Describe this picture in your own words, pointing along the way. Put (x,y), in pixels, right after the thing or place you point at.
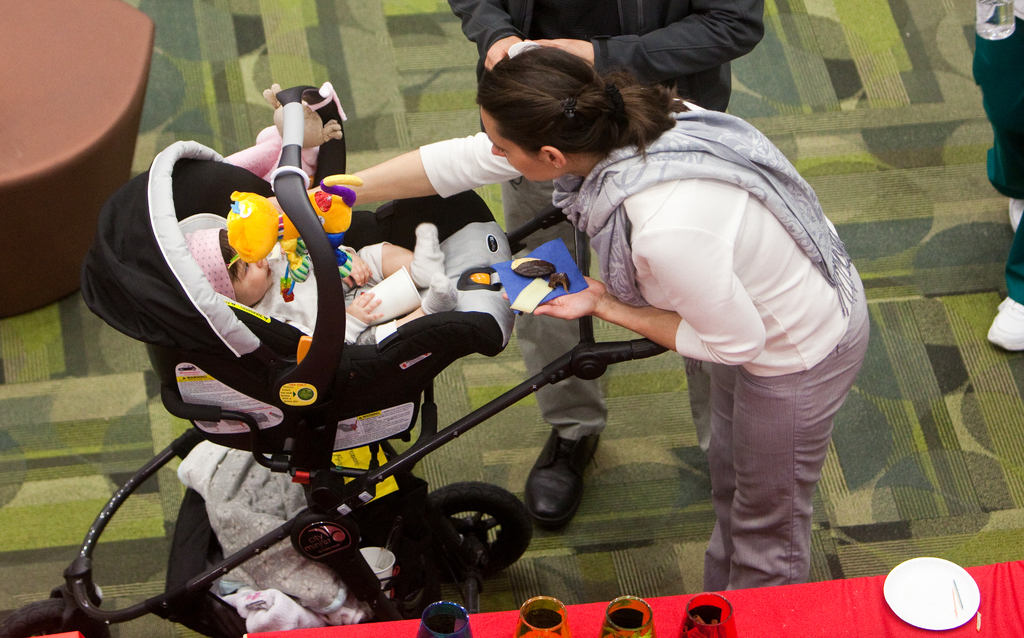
There is a lady (661,250) wearing scarf (613,208) and holding something in the hand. There is a stroller (335,381) with a baby (380,315). On the stroller (295,208) there is a toy (303,250) and some other things (286,567). There is a table (779,621). On the table (661,608) there are some items (891,592). Also there is another person (645,46) standing. On the left side (72,125) there is a brown color object (41,116).
